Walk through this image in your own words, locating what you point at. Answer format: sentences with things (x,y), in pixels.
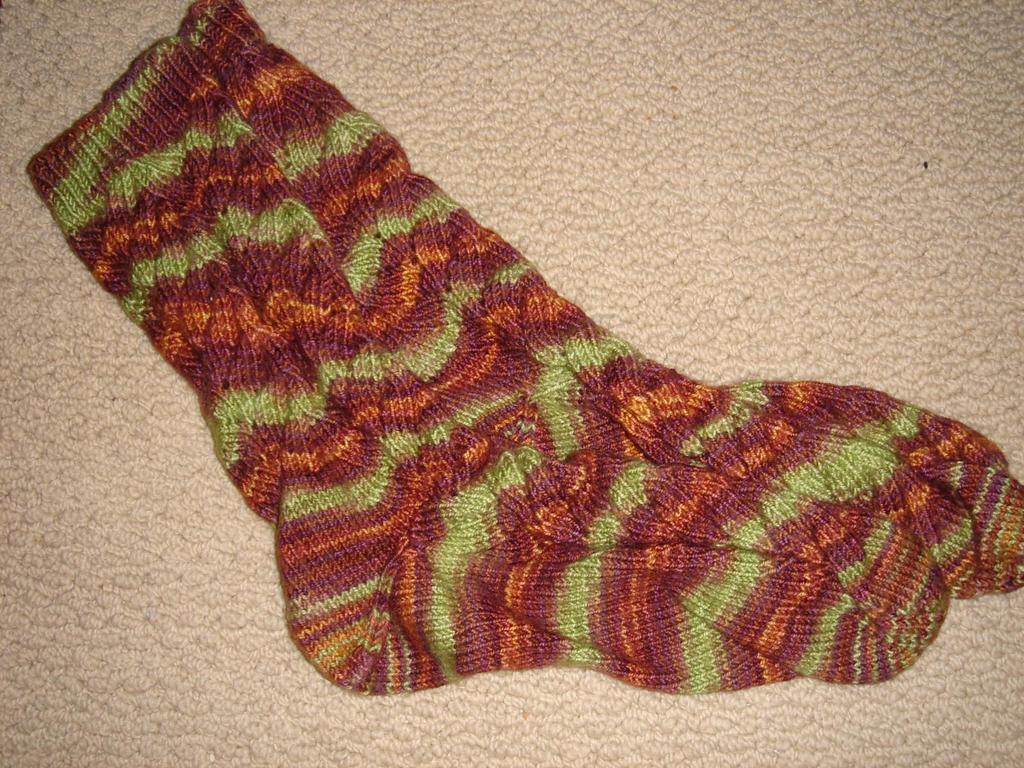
In this image we can see pair of socks (296,260) which are in multi color are on the surface (801,317).
